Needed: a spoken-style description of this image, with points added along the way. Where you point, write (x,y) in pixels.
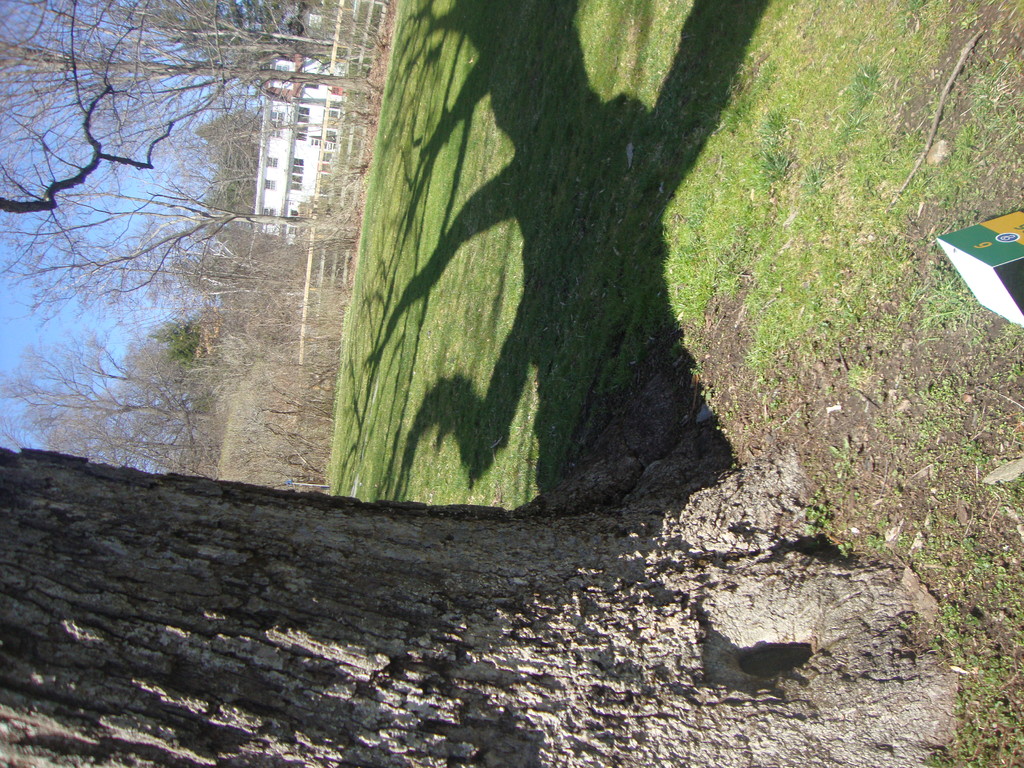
This image is taken outdoors. At the bottom of the image (867,675) there is a ground (478,394) with grass (480,298) on it and there is a tree (373,583). On the left side of the image (226,170) there are many trees (204,406) and plants (267,340). There is a house (277,130) and there is a sky (42,248).
